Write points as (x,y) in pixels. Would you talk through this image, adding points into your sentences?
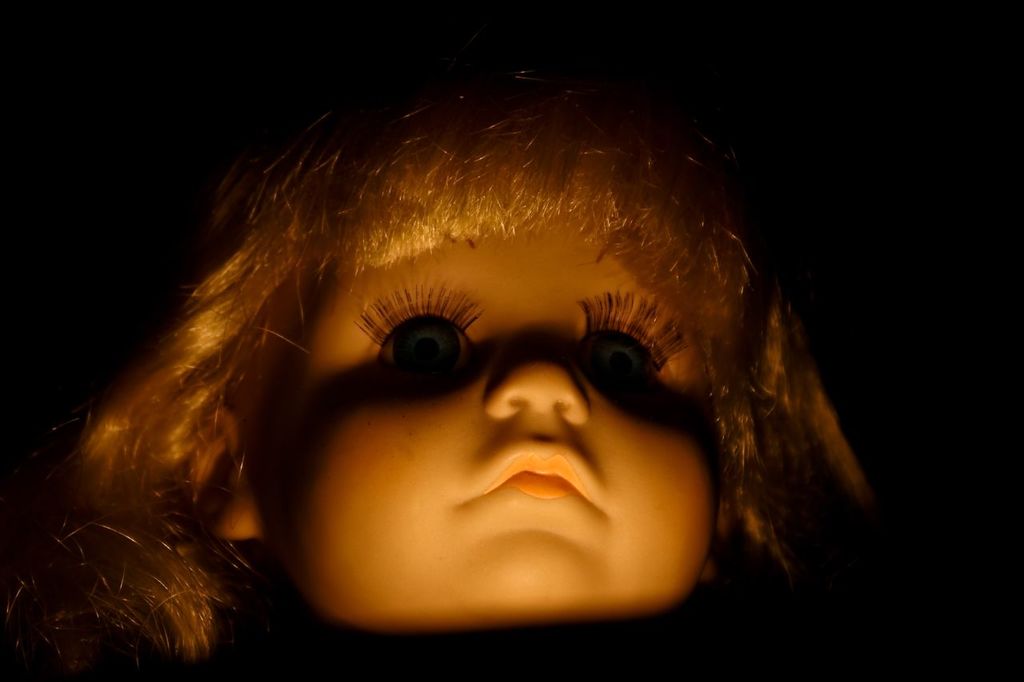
In this image I can see a doll (244,431). The background (122,243) is in black color.
